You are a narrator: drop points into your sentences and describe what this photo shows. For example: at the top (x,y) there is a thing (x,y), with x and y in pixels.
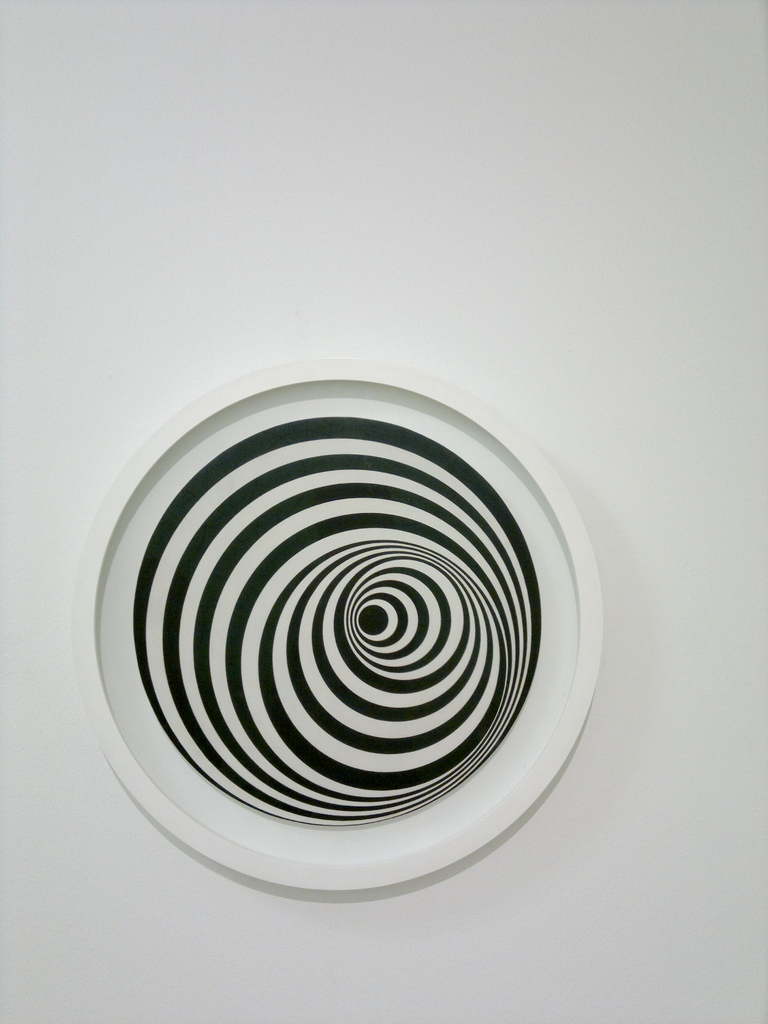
In this image I can see the white and black color plate (370,810). It is on the white color surface (515,869).
